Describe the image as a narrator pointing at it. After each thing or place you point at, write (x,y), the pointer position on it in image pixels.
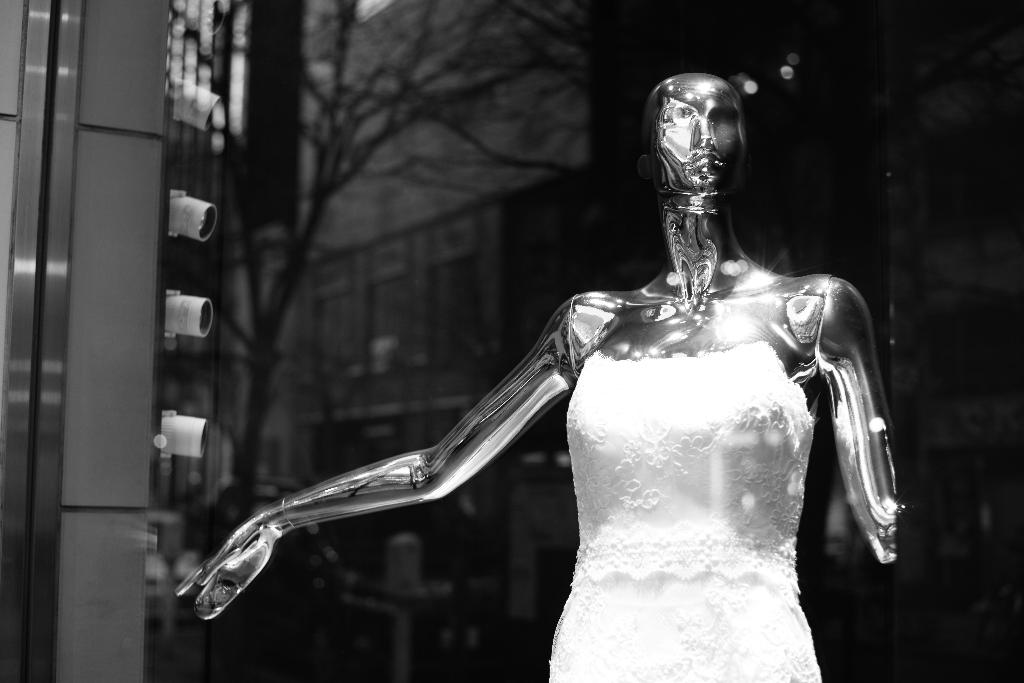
In the foreground of the picture (512,380) there is a mannequin (734,349), to the mannequin (748,282) there is a white dress (677,508). On the left (168,242) there are light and window (182,149). In the background (501,86) there are trees (431,115) and a building (360,411).
